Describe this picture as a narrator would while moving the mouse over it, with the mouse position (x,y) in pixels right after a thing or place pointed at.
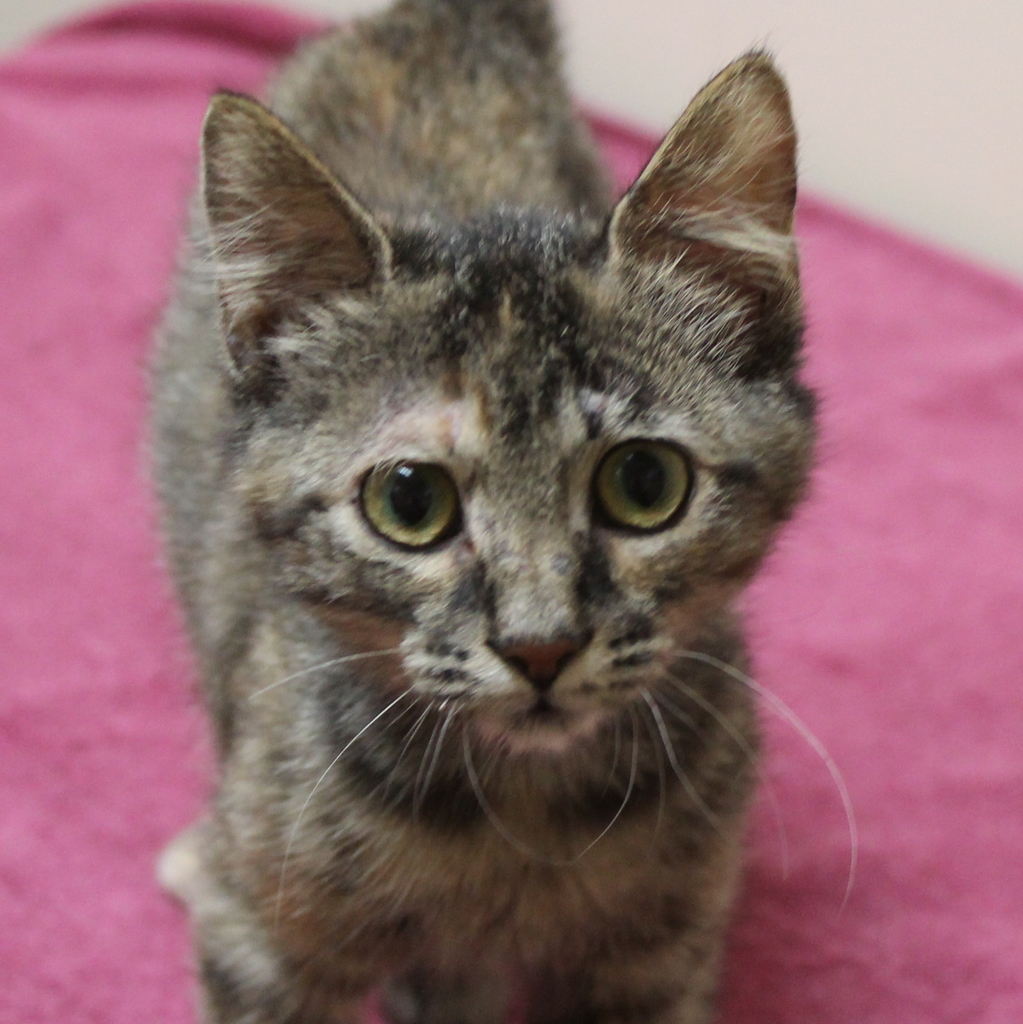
This is a zoomed in picture. In the foreground (469,802) there is a cat (256,386) standing on the pink color object (128,573). In the background (942,100) there is a wall (795,27).
